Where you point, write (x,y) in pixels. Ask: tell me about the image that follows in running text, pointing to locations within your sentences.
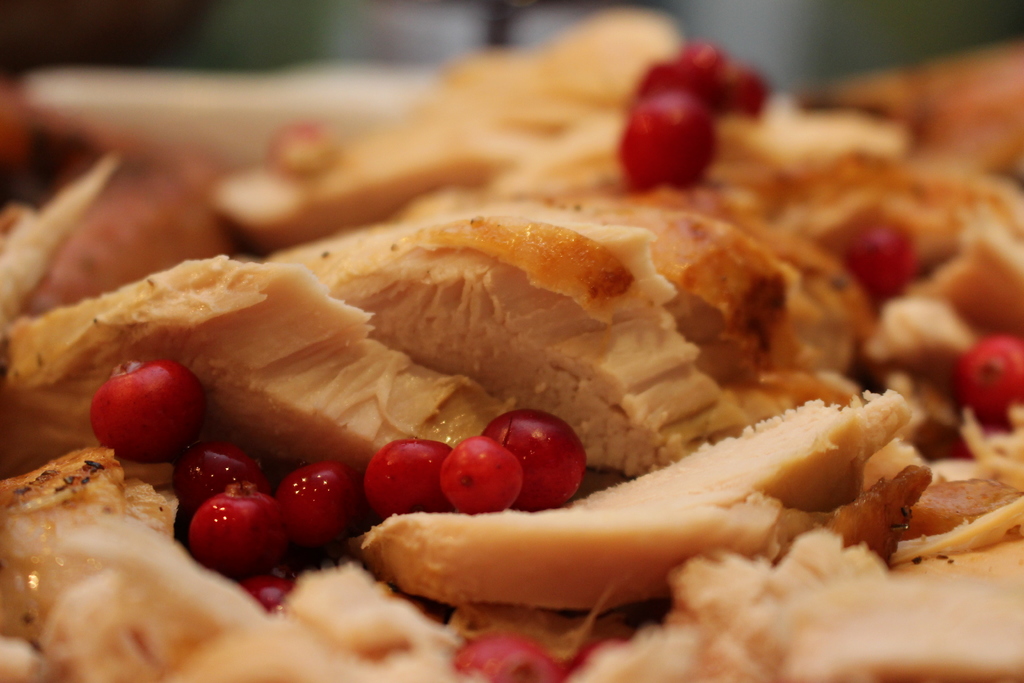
In this picture I can see the food (500,337) which is of cream and brown color and I see the red color berries (555,482). I see that it is blurred in the background (696,36).
